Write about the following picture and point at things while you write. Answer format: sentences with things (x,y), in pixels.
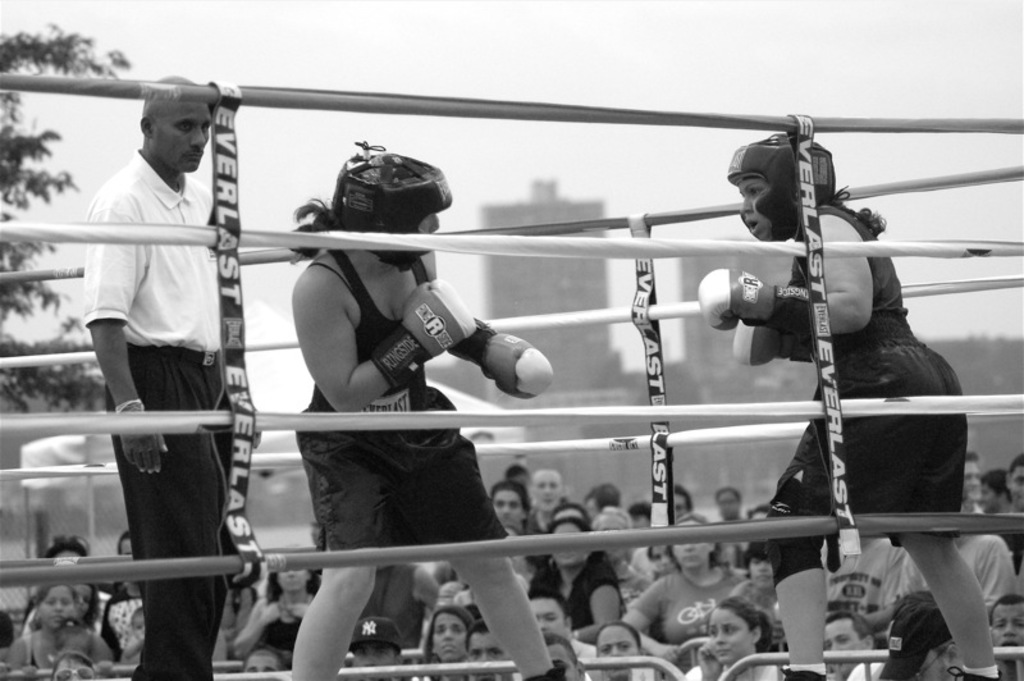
In this image there is a person (160,126) standing, there are two persons (411,492) boxing, there is an object (1013,130) truncated towards the right of the image (998,132), there are group of audience (80,603), there is a tree (39,146) truncated towards the left of the image (55,211), there are buildings (556,334), there is the sky (620,83).
